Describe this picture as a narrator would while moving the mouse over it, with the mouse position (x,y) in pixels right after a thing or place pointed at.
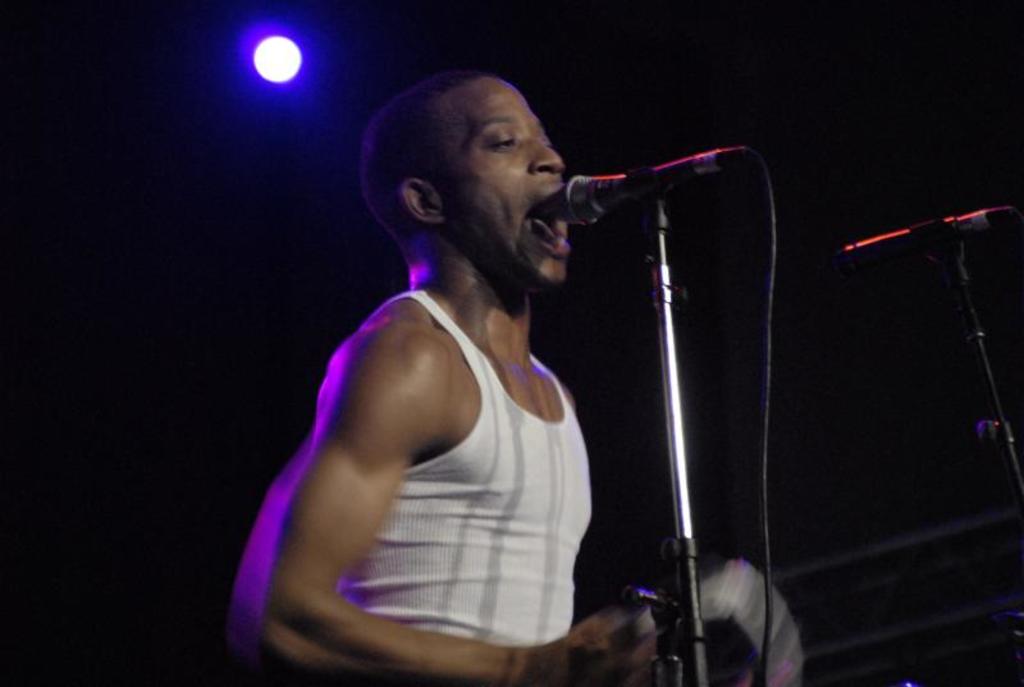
In this image there is a person (531,431) standing on stage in front of microphone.
